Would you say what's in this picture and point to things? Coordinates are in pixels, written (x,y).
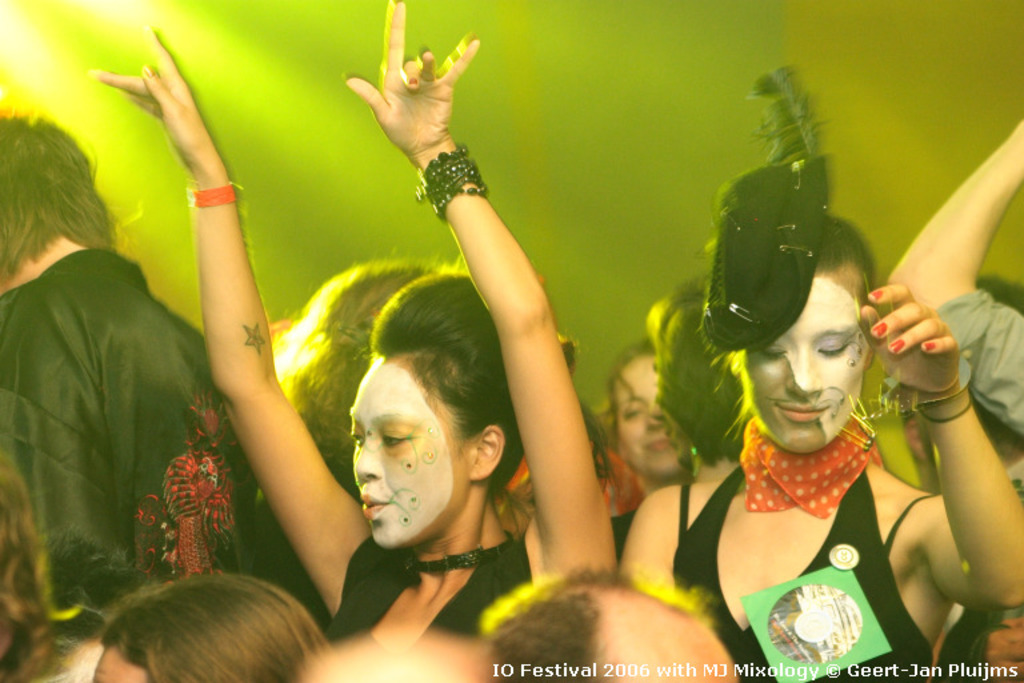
In this image we can see many people (512,564). A lady (786,484) is wearing a hat (807,299). There is a light focus (68,46) in the image. There is some text (874,670) at the bottom right side of the image (686,674).
